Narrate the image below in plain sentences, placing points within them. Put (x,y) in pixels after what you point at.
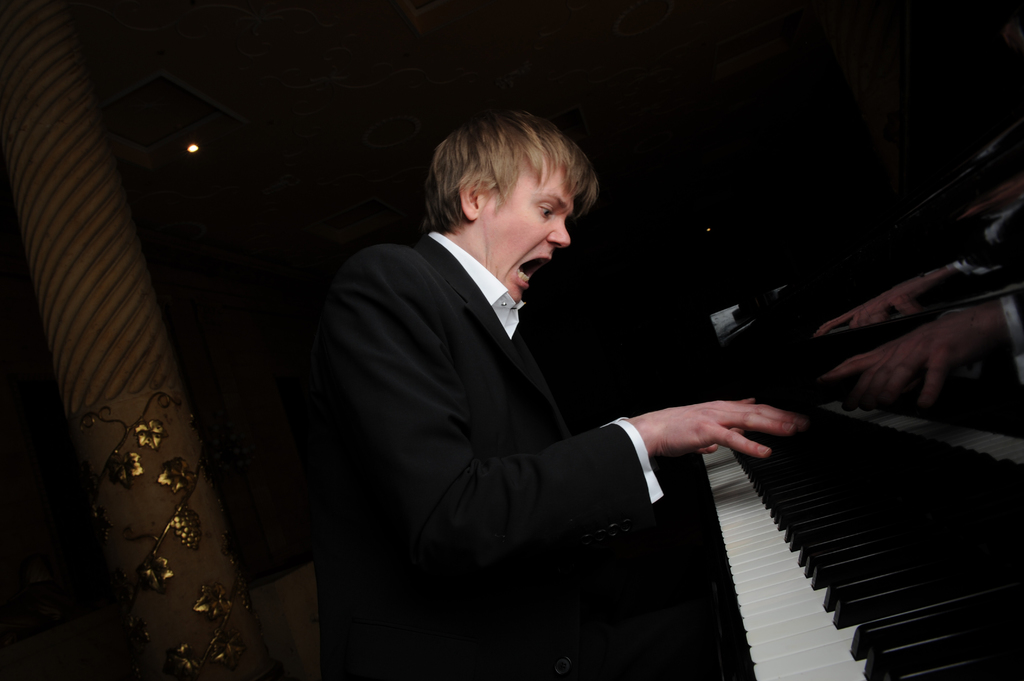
There is a man (436,515) sitting and playing piano (803,537). This man (599,509) is wearing a black suit (472,360) with a white shirt (512,309) inside. There is a pillar (124,381) behind the man (321,520) with the golden design (185,468) on it. can see a small light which is on the rooftop (192,163).
